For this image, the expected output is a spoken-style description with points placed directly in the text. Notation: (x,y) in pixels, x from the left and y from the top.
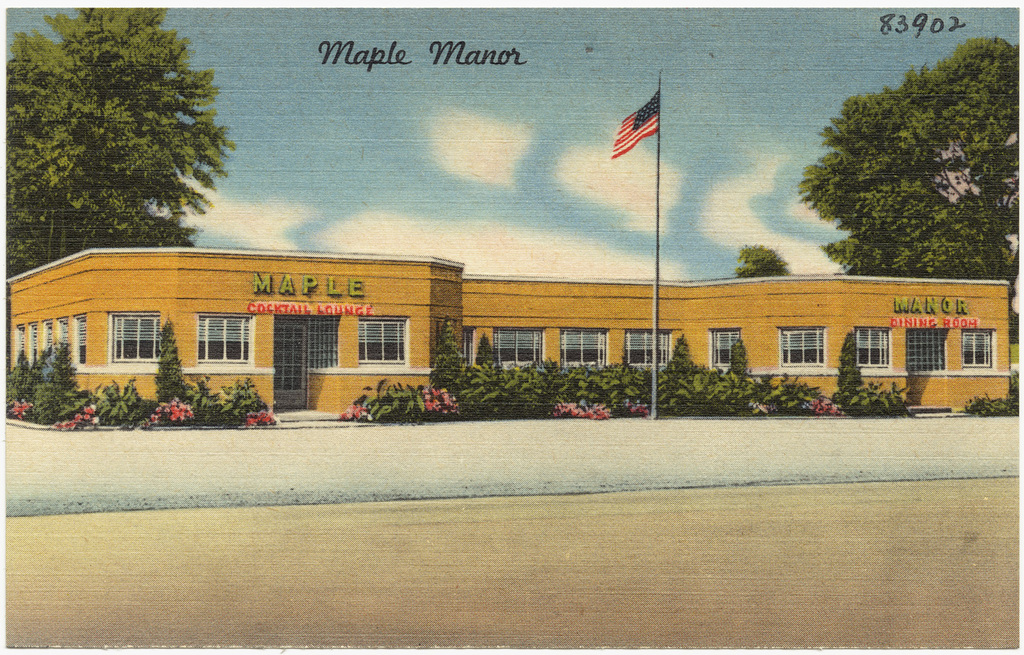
In the image there is a building (784,301) which is in yellow color. To the building (726,312) there are glass windows (248,340), walls (493,315) and doors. In front of the building (522,329) there are plants (448,387) with flowers (817,412) and also there is a pole (659,141) with flag (654,105). Behind the building (130,281) at the left (99,130) and right corners of the image there are trees (147,146). At the top of the image (489,44) there is a sky (465,32) and also there is something written on it.
